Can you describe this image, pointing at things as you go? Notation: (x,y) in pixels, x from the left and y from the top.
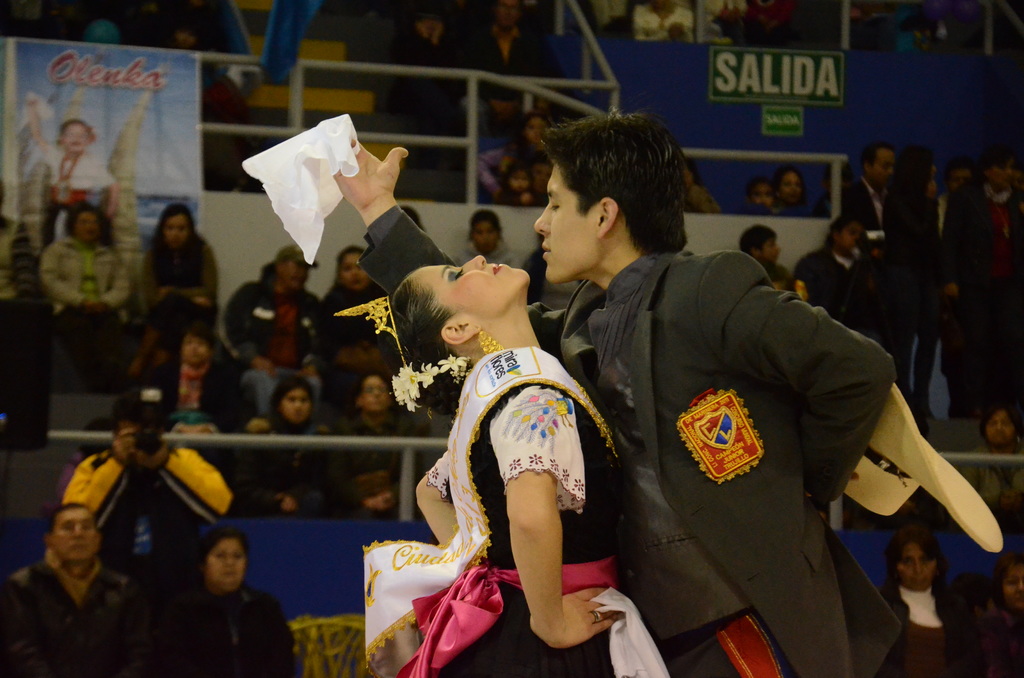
In this image we can see a man (635,381) and a woman (557,394) standing. In that a man (795,444) is holding a hat (879,472) and a cloth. On the backside (372,389) we can see a group of people (361,389) beside the fence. We can also see a poster (23,74) with some text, a person (171,472) standing holding a camera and a signboard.
